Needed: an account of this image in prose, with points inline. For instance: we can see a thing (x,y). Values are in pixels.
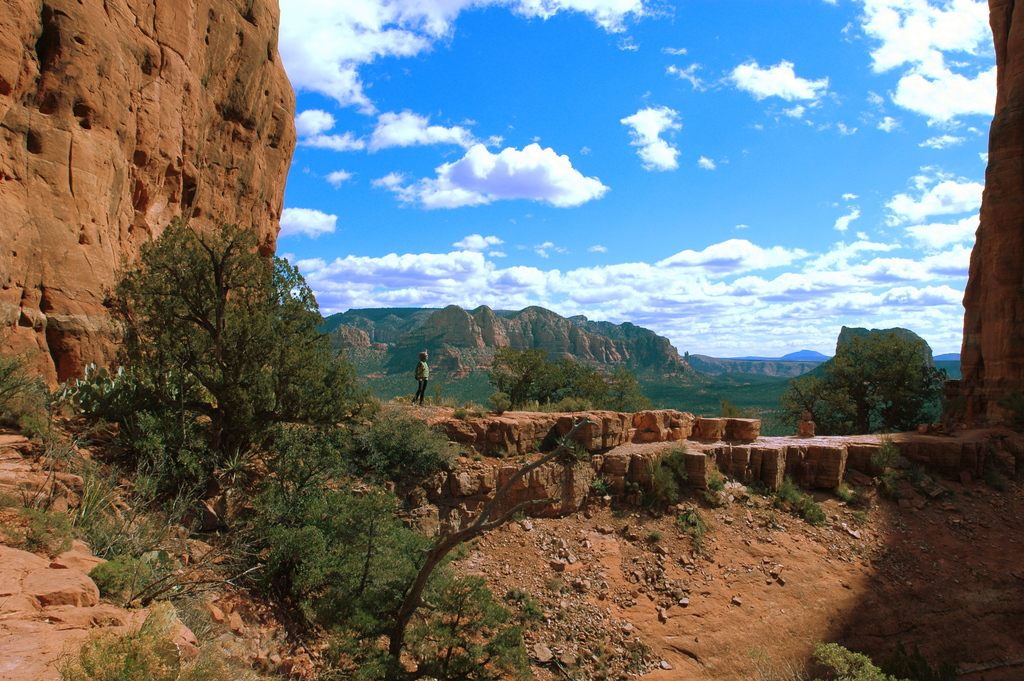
This is an outside view. In this image, I can see many rocks (100,217) and trees (318,414). In the middle of the image (423,380) there is a person (417,380) standing. In the background (424,335) there are many rocky mountains (439,329). At the top of the image (569,98), I can see the sky (559,104) and clouds (534,181).
